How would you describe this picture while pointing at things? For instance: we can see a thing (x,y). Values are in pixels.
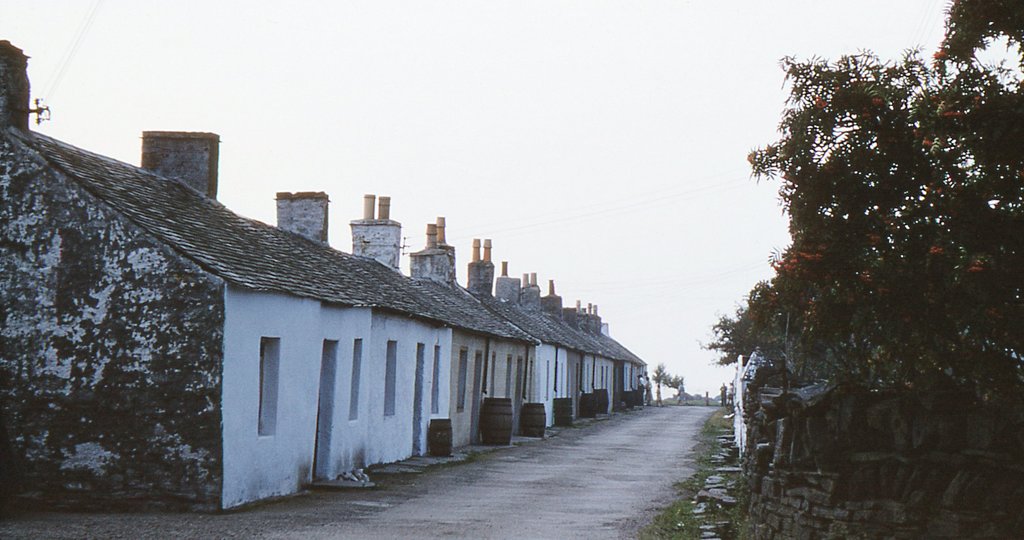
This is the picture of a place where we have some houses (272,385) and also we can see some containers (528,418), trees (961,173), plants (986,377) and some other things (735,422).
